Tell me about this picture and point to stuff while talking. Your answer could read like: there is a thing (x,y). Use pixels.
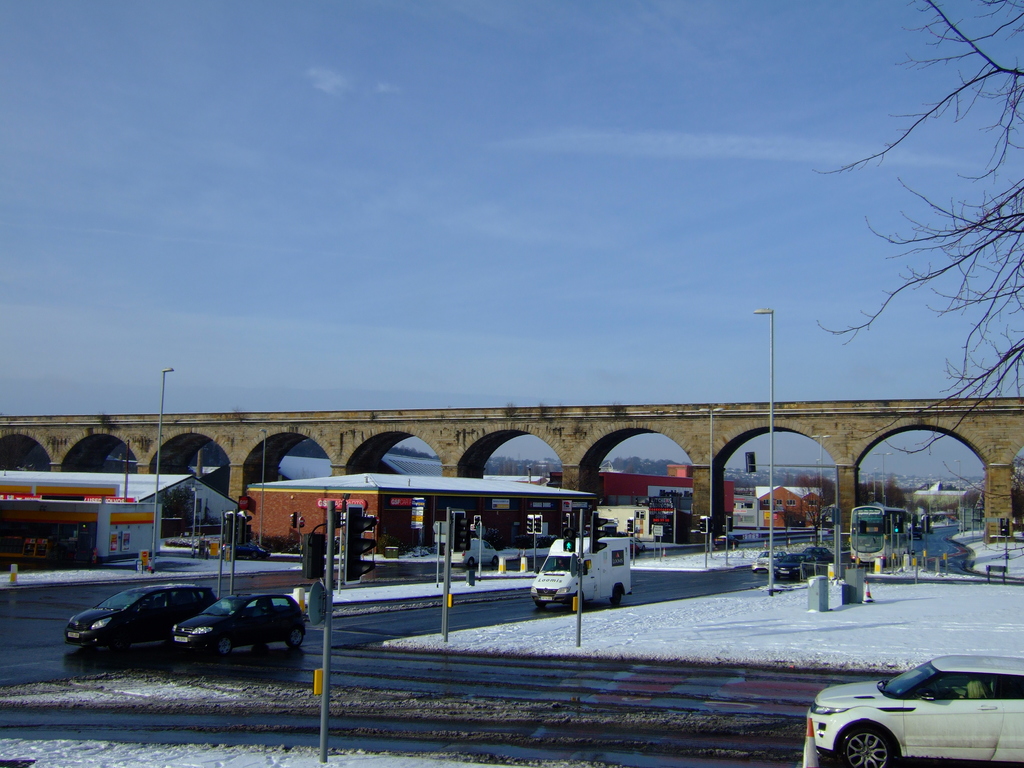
In this picture we can see vehicles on the road (621,712), here we can see traffic signals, electric poles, sheds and some objects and in the background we can see a bridge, trees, sky (979,162).
